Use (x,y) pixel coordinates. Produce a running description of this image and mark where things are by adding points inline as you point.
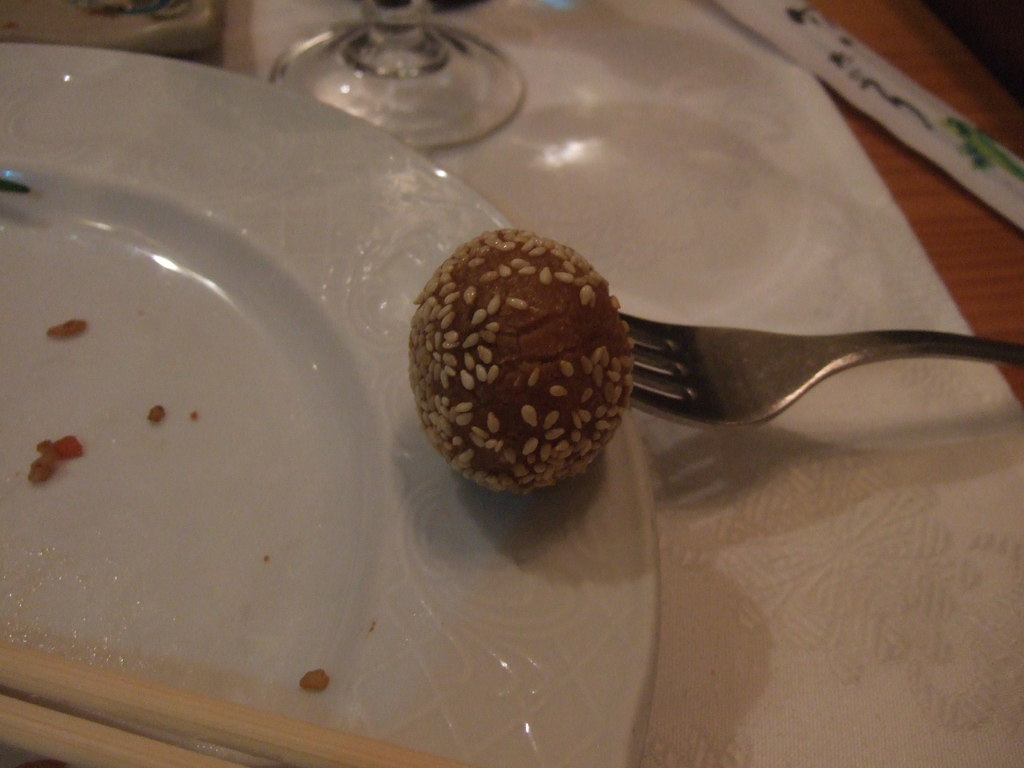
In this picture, it looks like a table (930,208) and on the table (924,205) there is a cloth (854,508), plate (304,266), a fork (755,417), chopsticks (171,717), a glass (391,52), some objects (174,19) and a food item (474,339) and on the food item (470,338) there are seeds (483,317).
